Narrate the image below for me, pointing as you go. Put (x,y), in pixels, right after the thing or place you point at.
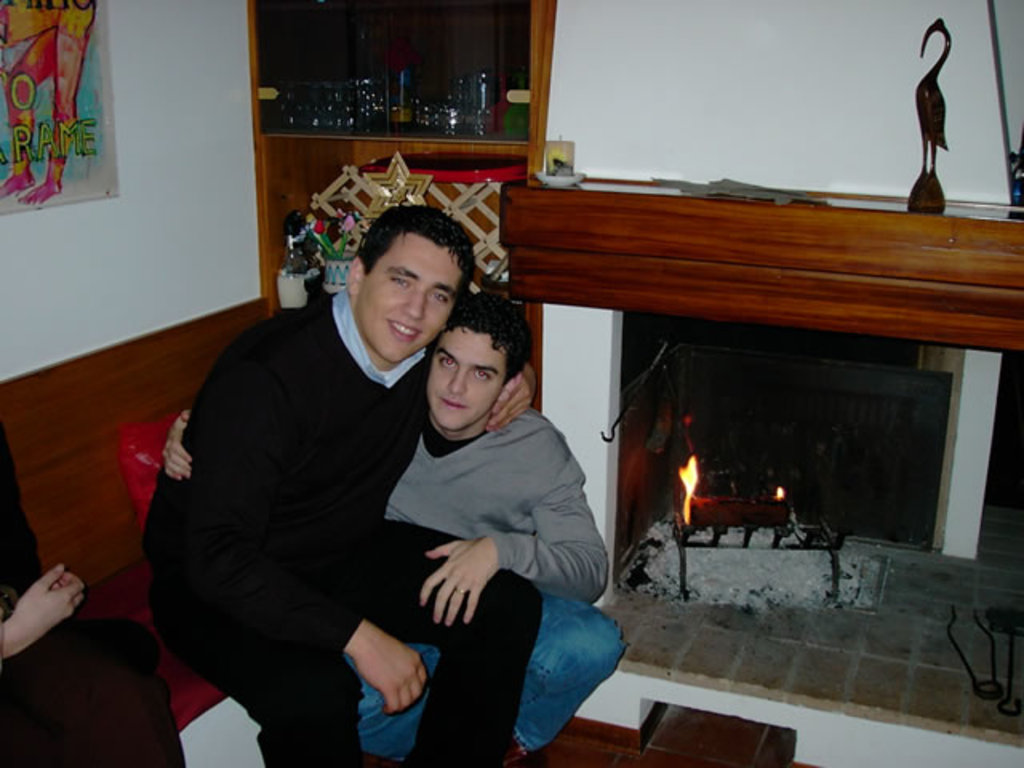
This is an inside view. On the left side (51,586) there are three persons (58,668) sitting. Two (379,440) are men (363,423). They are smiling and giving pose for the picture. In the background (485,119) there is a cupboard (395,118) and on the left side (25,117) there is a frame (57,153) attached to the wall (165,261). On the right side (882,272) there is a mantel (851,267) on which a paper (669,182), bowl (567,184), candle (568,171) and some other objects (933,126) are placed. Under the mantel (863,333) there is a metal objects (729,528) placed on the ground (814,607).
